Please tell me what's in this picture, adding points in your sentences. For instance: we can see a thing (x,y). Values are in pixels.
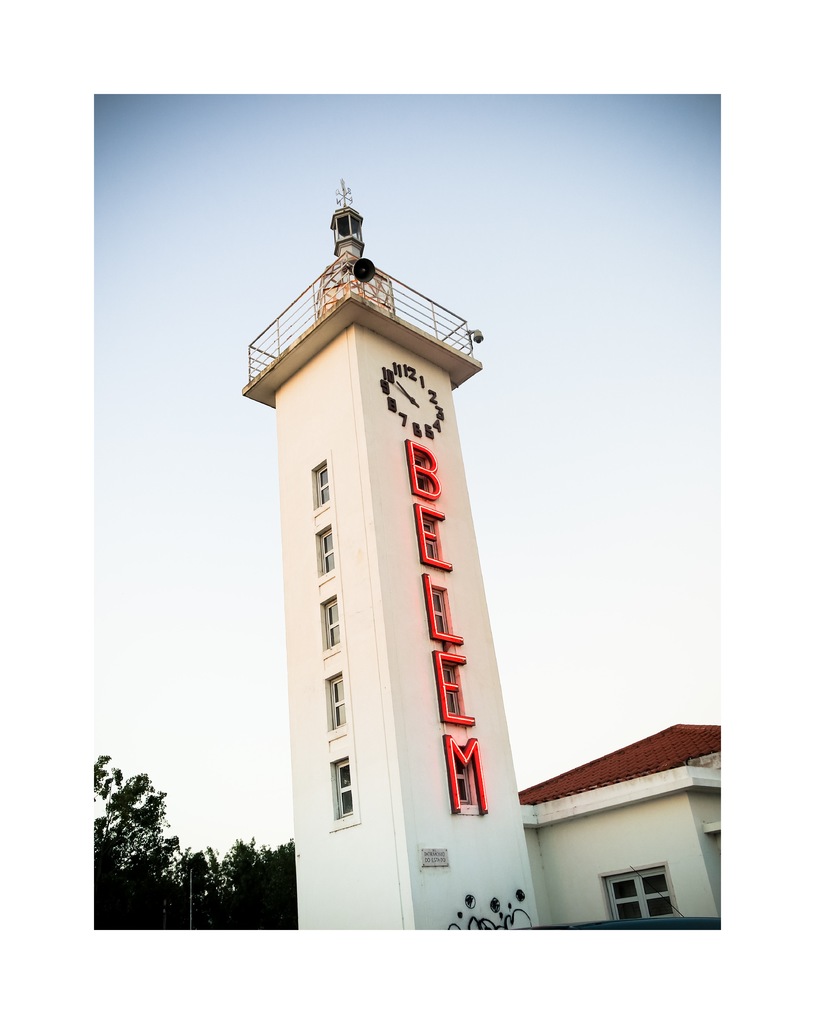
In this image we can see a tower (376,634), there is a clock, there is a led display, there are windows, beside there is a house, there is a tree (267,853), there is sky (502,203) at the top (531,221).
